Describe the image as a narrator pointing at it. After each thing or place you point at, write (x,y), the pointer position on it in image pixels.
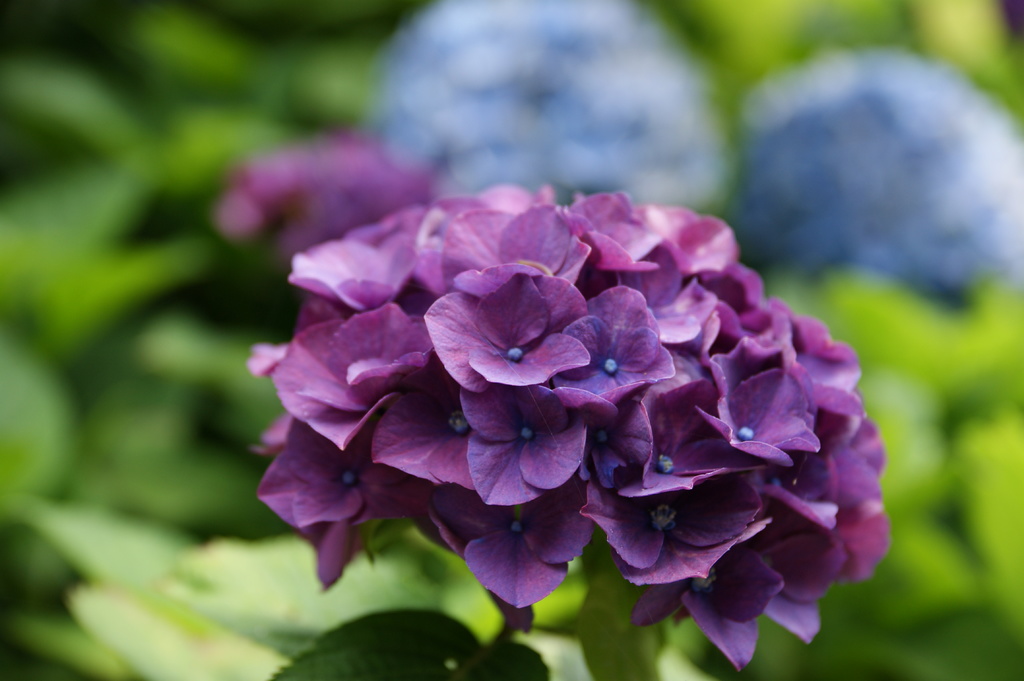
In this picture we observe violet and blue flowers (626,317) on the plants (19,494).
